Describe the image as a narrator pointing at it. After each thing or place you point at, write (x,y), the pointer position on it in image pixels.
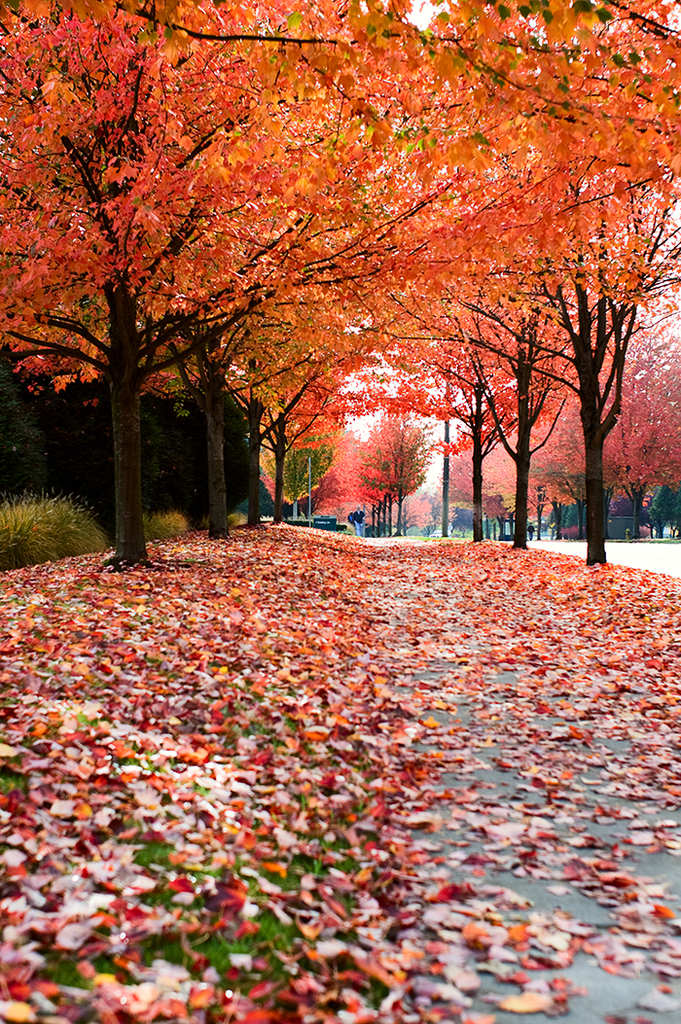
In this picture I can see the path (560,751) in front (528,983), on which there are number of leaves (259,534) and in the background (317,323) I can see number of trees (331,334) and on the left side of this image (68,496) I can see the plants (36,505).
